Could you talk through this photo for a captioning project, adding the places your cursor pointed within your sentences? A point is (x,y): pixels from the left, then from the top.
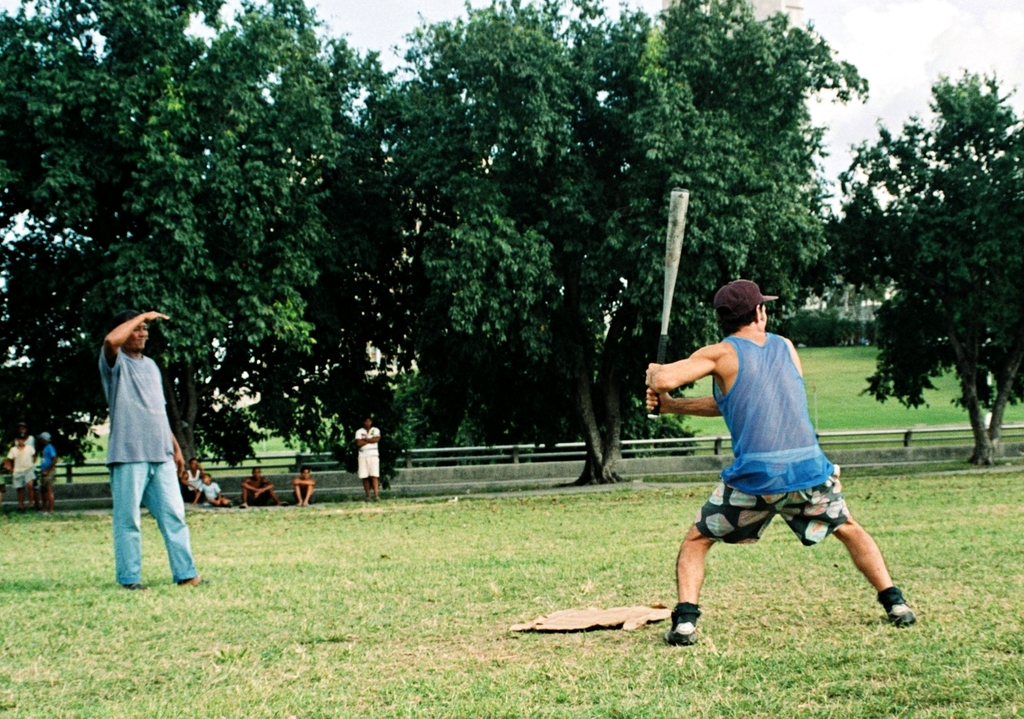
In the picture we can see a grass surface (488,574) on it, we can see a man (705,412) playing a baseball holding a bat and in front of him we can see a man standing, and behind him we can see some children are sitting far away under the trees (101,197) and behind the trees (290,316) we can see railing (722,437) and sky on the top of trees (967,376).
